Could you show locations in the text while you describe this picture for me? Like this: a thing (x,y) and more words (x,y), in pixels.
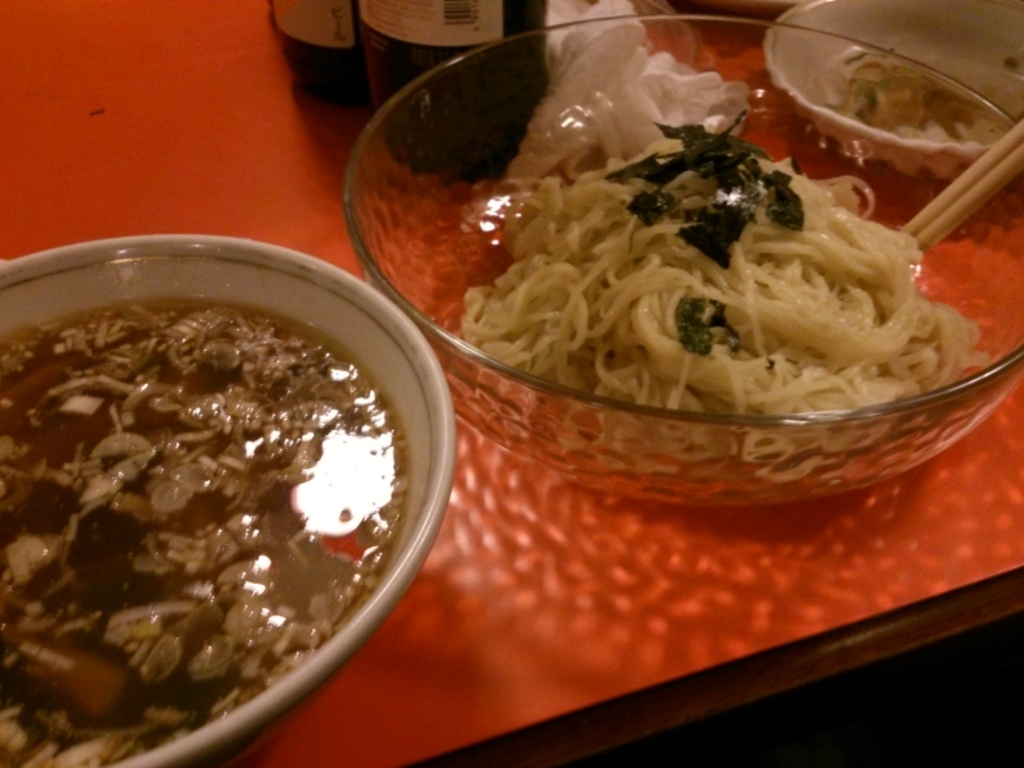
There are three bowls (447,407) which contain food (285,467) which are on the table (547,680) and there are two bottles (381,62).
